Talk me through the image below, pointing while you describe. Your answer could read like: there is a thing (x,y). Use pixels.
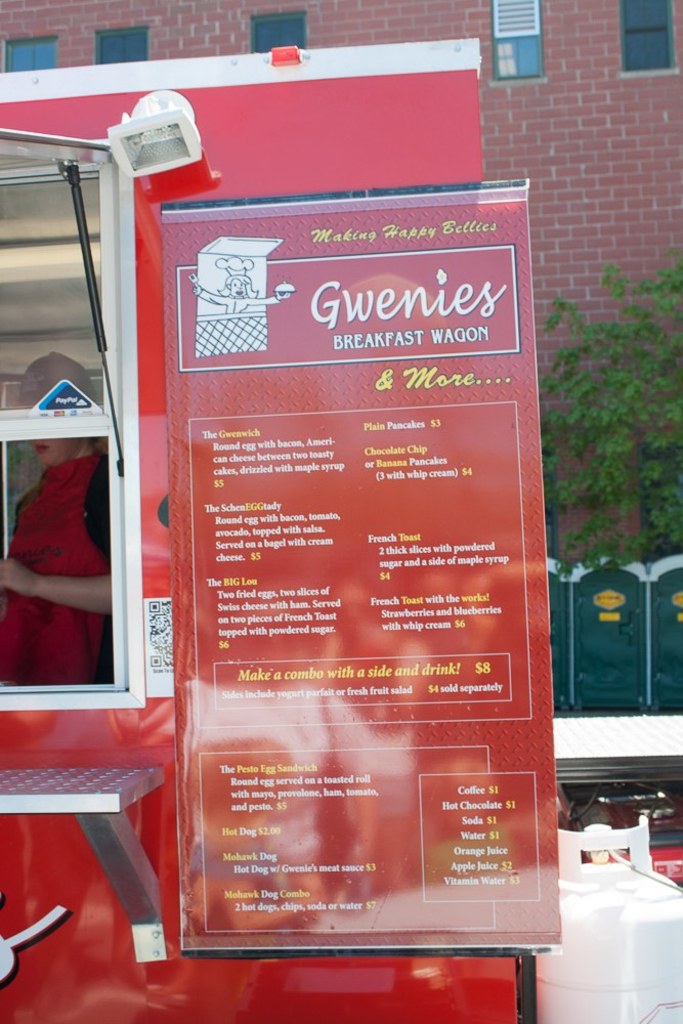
As we can see in the image there is a banner (385,650), vehicle (176,959), trees (576,454), building (576,204) and windows (107,32).
